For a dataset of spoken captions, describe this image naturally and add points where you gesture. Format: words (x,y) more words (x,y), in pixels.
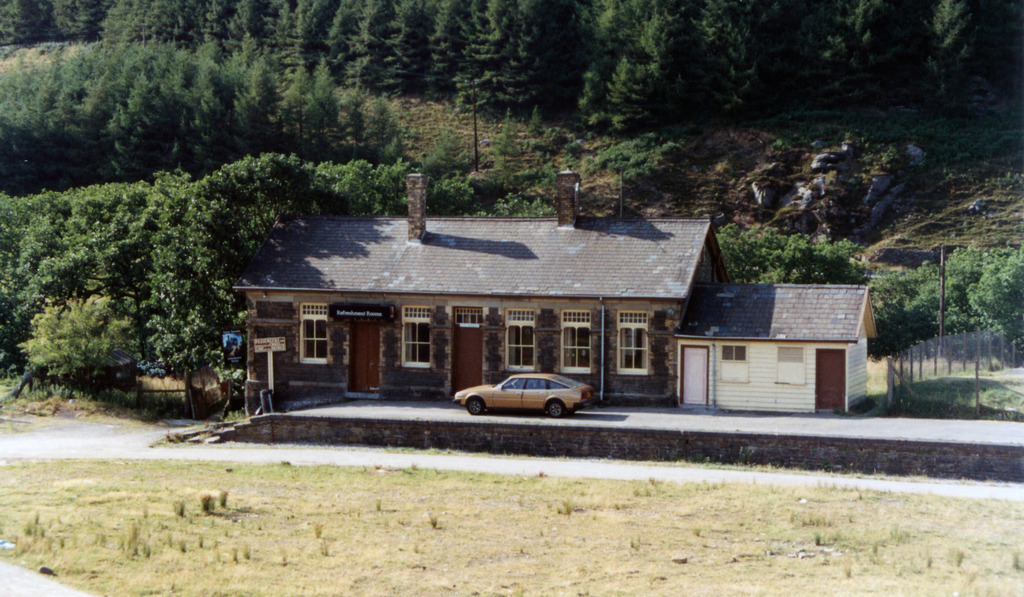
In this picture we can see a house (620,269) in the middle (599,263), there is a car (544,388) in front of the house (594,275), at the bottom (451,526) there is grass (434,550), in the background (537,88) we can see trees (383,83), on the right side (935,356) it looks like fencing (922,362), we can also see a pole (943,258) on the right side (945,272).
